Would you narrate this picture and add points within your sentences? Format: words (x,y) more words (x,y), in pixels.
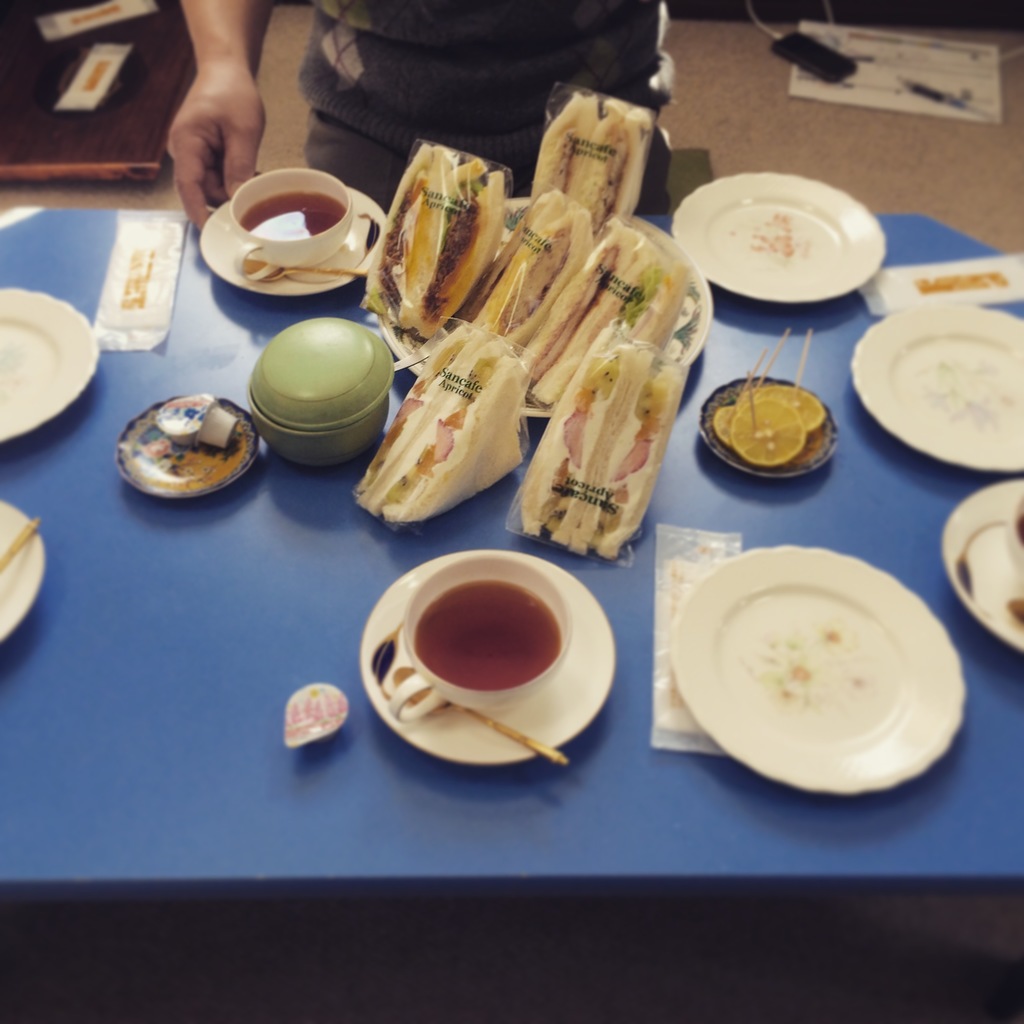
In this image I can see a person (412,77) is standing and in front of him I can see a blue colored table (202,645) and on it I can see few plates (855,374), few cups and few sandwiches (568,368) on the plate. I can see a mobile (821,45), a paper (849,39) and few other objects (50,39) on the floor (1019,50).
